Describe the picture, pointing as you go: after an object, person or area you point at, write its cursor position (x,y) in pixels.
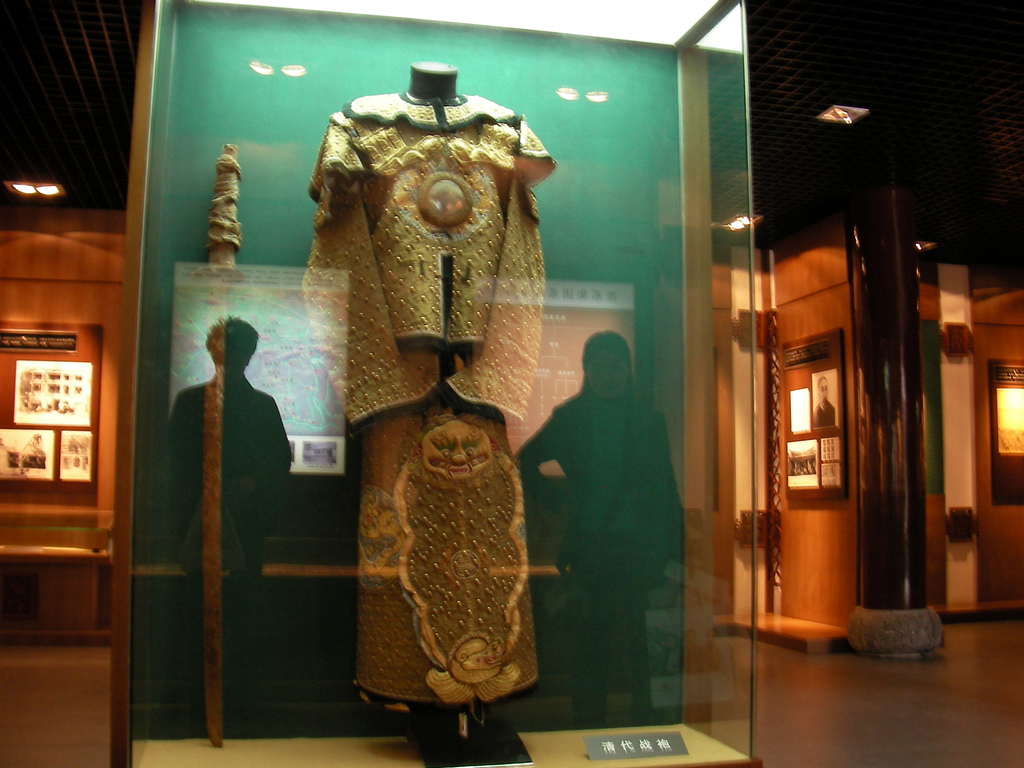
This picture shows a glass box (544,401) and we see clothes (440,269) on the mannequin (368,213) and a stick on the side and we see reflection (277,460) of couple of them (239,422) in the glass (597,243) and we see few posts (883,459) and lights (51,190) to the ceiling (821,162).
